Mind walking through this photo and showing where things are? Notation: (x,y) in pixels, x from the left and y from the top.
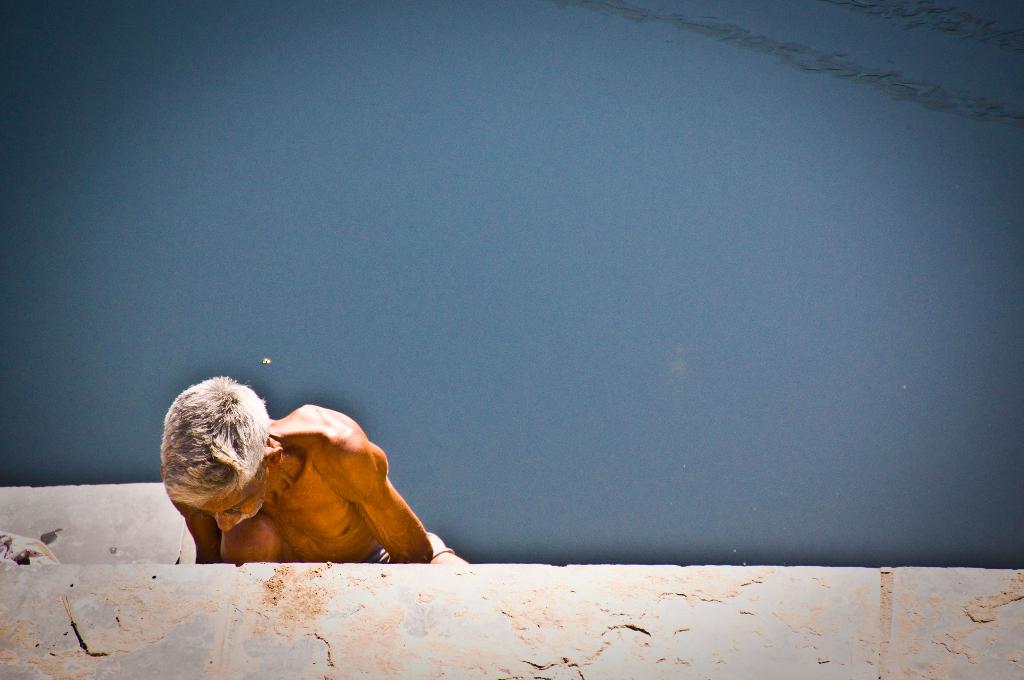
In this image there is a man (330,527). At the bottom (316,631) there is the wall (502,634). At the top (565,182) there is the water (394,291).
